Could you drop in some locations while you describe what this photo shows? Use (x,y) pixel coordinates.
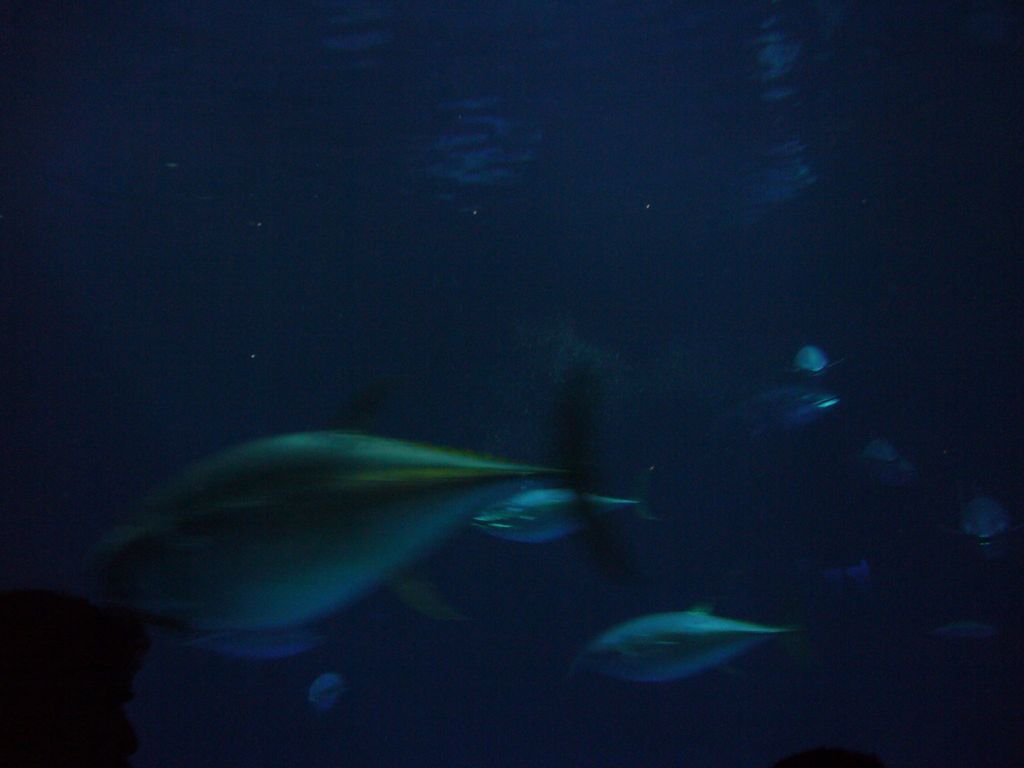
In the picture we can see deep inside the water (845,505) with some fishes (577,465).
